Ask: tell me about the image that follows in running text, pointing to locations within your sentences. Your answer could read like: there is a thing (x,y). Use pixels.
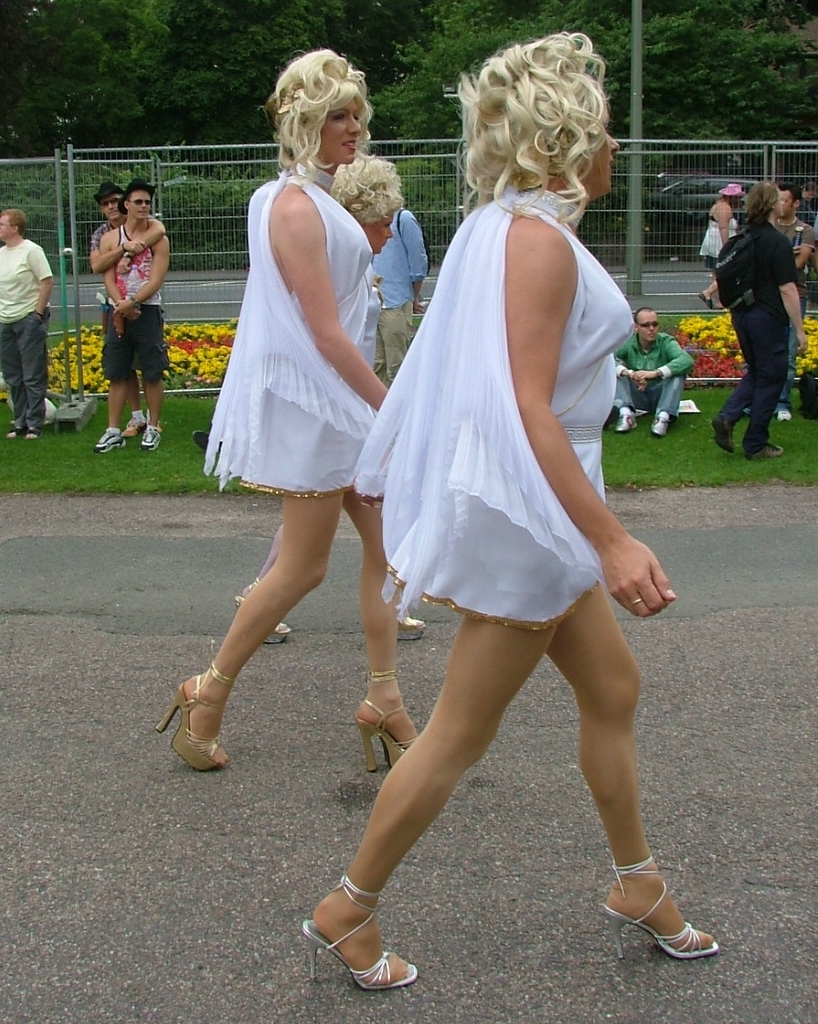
In this picture there is a woman (353,206) who is wearing white dress (412,438) and sandals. They are walking on the road (299,954). In the background (780,367) we can see the group of person (155,226) standing near to the fencing (458,226) and the flowers (721,331). At the top (97,29) we can see many trees (548,31) and pole (635,11).
